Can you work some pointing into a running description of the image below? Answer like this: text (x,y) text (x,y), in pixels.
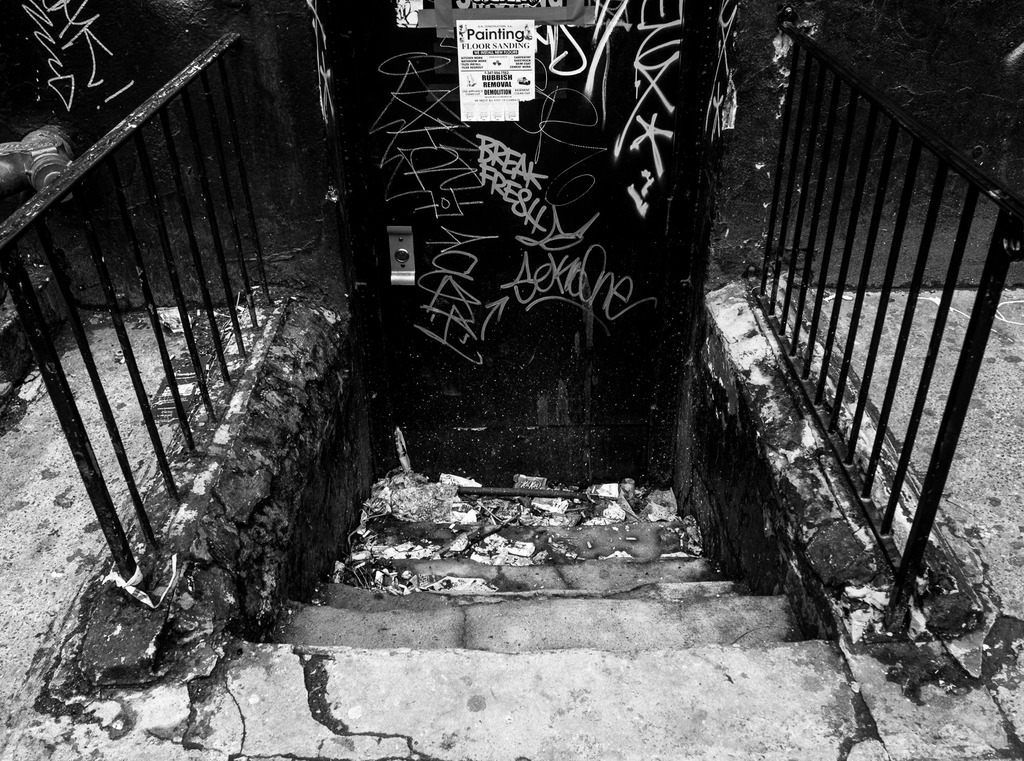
In this image I can see few stairs (615,629) and the railing (78,325). Background (499,49) I can see few papers (522,83) attached to the door (547,246) and the image is in black and white.
